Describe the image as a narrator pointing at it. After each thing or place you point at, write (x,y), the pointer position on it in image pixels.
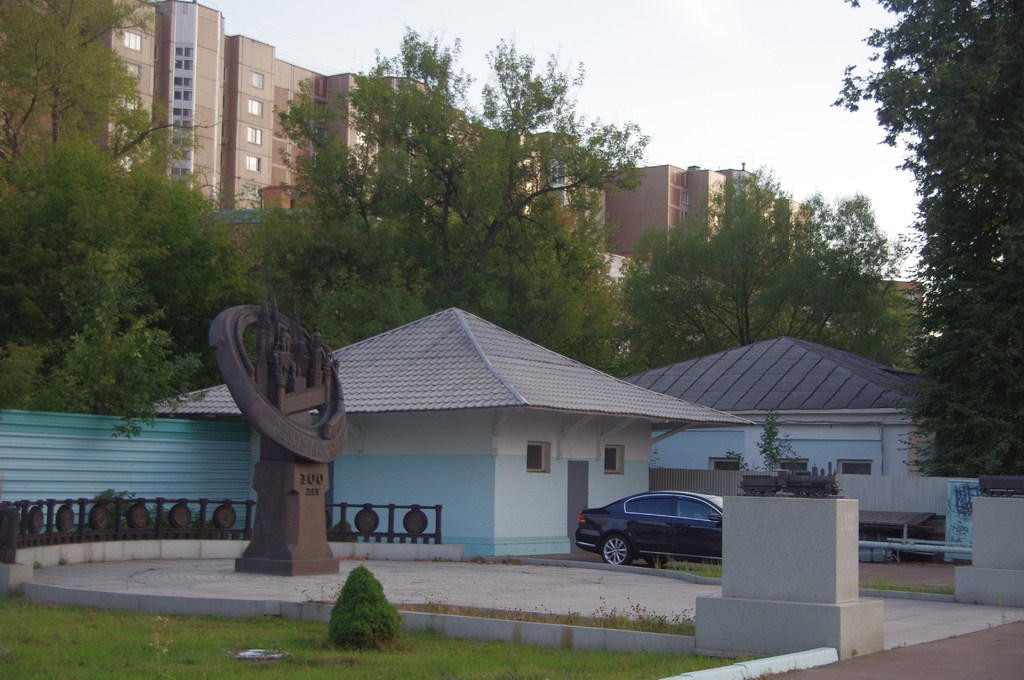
In this picture we can see a car (611,503), buildings (199,147) with windows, trees (738,309) and in the background (555,34) we can see the sky (735,110).
